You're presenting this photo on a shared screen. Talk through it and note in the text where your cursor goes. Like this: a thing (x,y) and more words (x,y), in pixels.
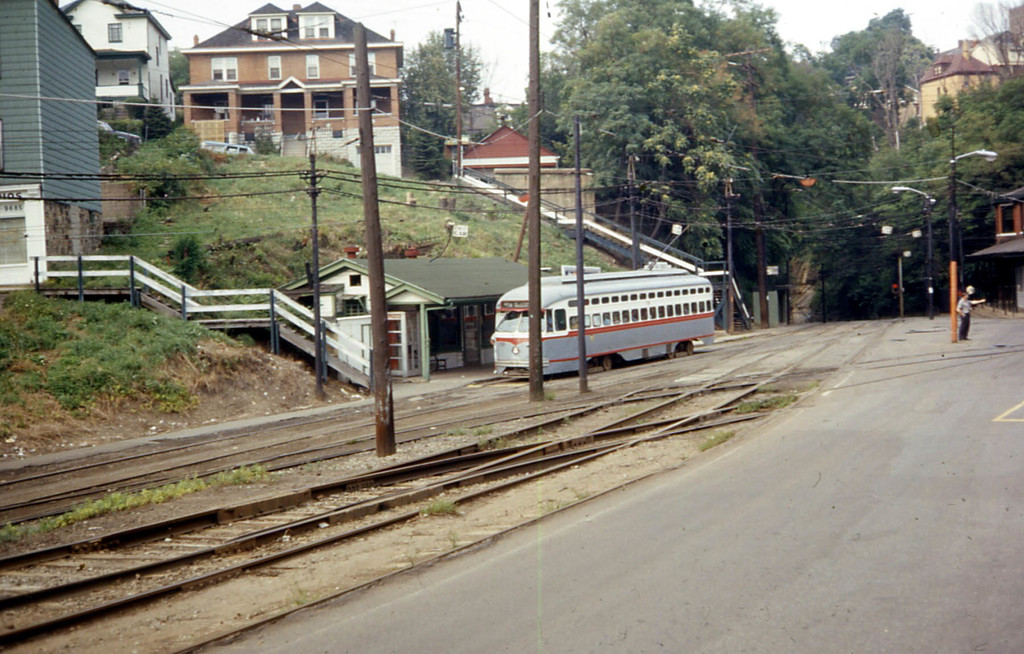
In this image we can see a road (979,520) and one man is standing on the road (1019,529). Background (713,145) buildings (78,141) and trees (747,134) are present. Left side of the image (318,300) poles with electrical wires (352,192) and electric train (617,314) is present. Left bottom of the image (184,542) railway tracks (141,541) are there.
